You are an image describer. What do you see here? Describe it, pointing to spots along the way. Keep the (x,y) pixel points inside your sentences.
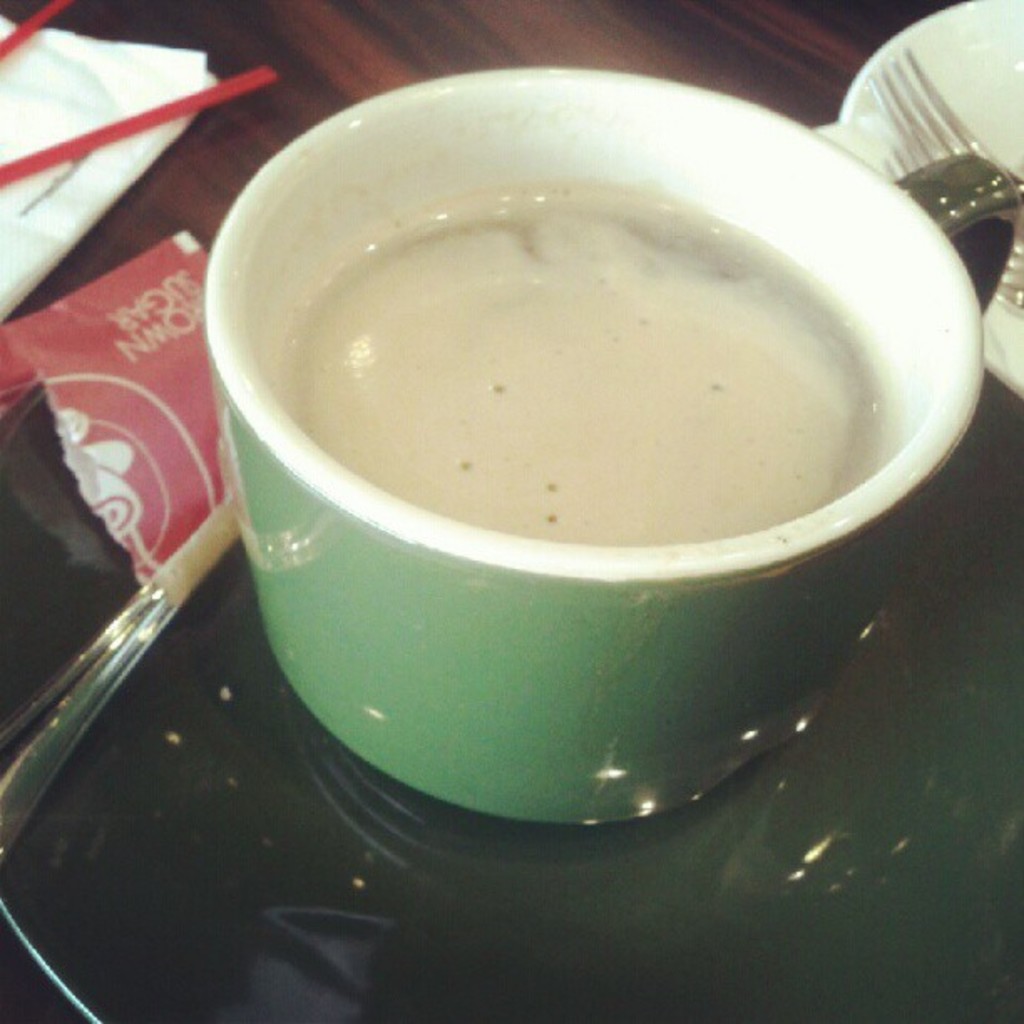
In this picture we can see a table (342,74) and a cup (259,389) on it and liquid (800,504) in it, and at side here is the plate (1005,126), and some objects (157,517) on it.
